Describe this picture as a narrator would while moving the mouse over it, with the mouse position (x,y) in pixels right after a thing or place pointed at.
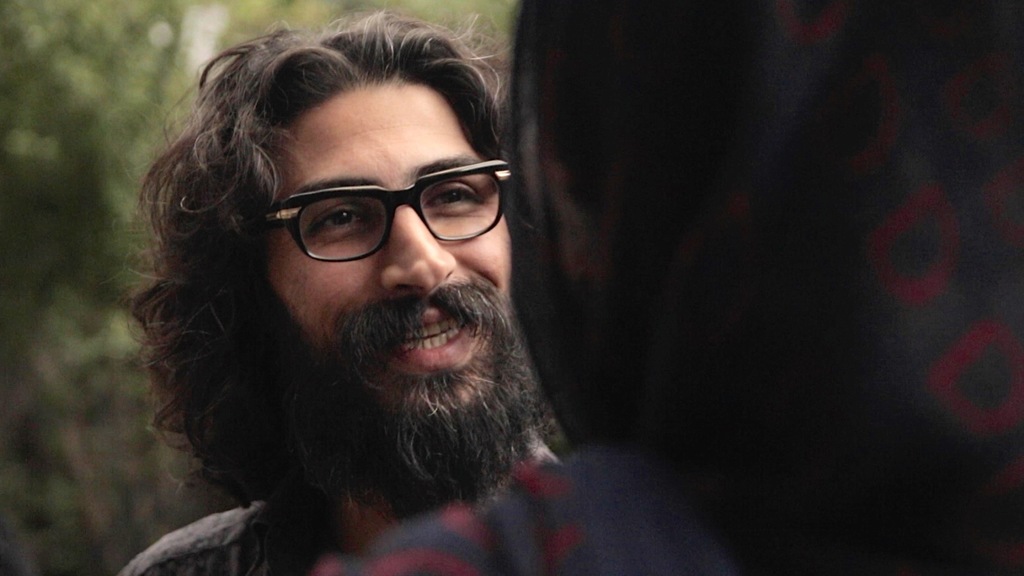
In this image, I can see the man (348,403) smiling. The background (75,488) looks green in color. On the right side of the image (743,384), I think this is a person (773,336).
